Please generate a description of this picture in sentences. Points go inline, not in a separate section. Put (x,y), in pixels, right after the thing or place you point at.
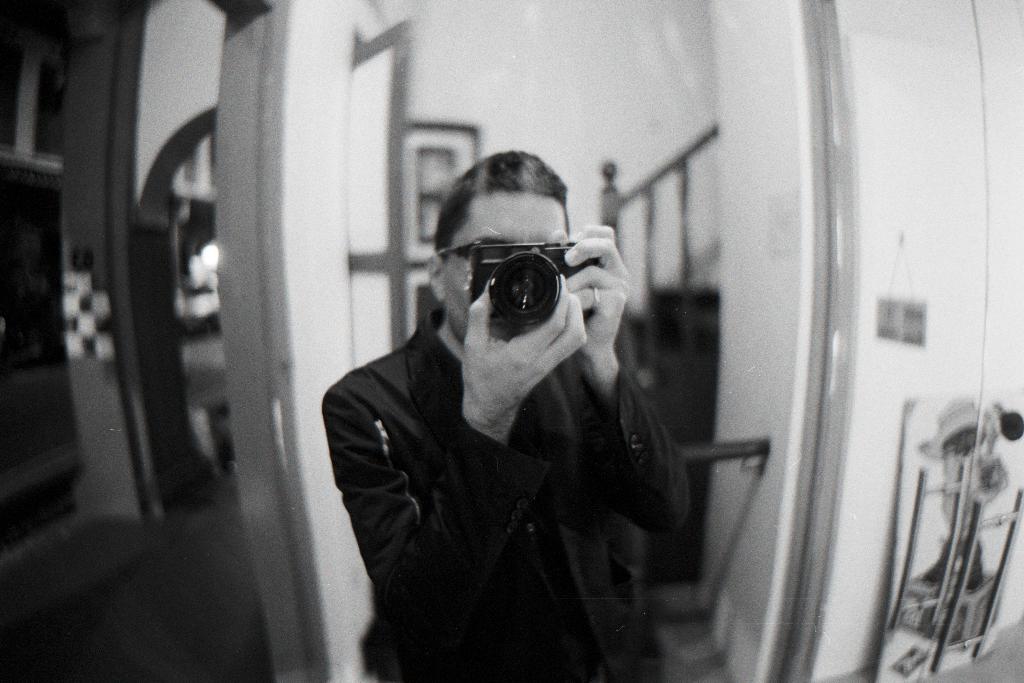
In this picture one person (505,497) is standing and he is holding a camera (543,282) to take the picture back side is look like house (429,247).
